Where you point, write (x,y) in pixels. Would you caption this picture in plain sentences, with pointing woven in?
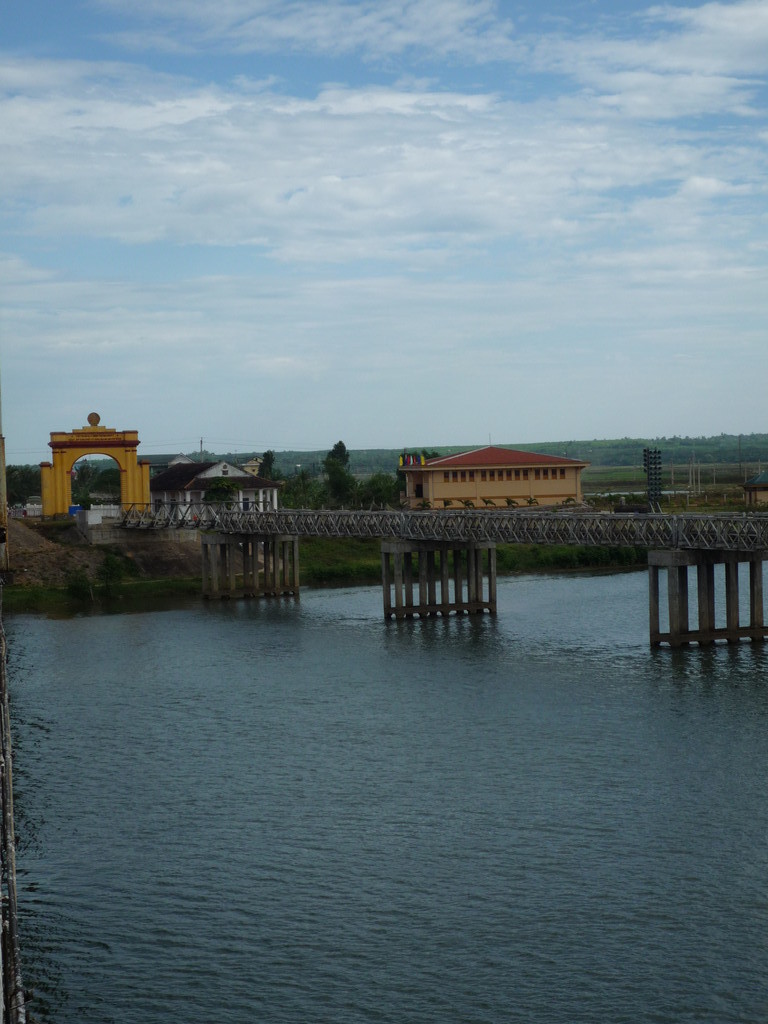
There is a bridge (459,536) over the river (372,743). There are some pillars (677,614) in the water (767,613). We can observe some houses (448,472) here. There is an entrance gate (79,448) at the end of a bridge (133,520). In the background (307,280) there are some clouds (310,176) all over the sky (605,258). we can observe a sky (261,69) in between the clouds (488,102). And in the far there are some trees (725,449) too.
